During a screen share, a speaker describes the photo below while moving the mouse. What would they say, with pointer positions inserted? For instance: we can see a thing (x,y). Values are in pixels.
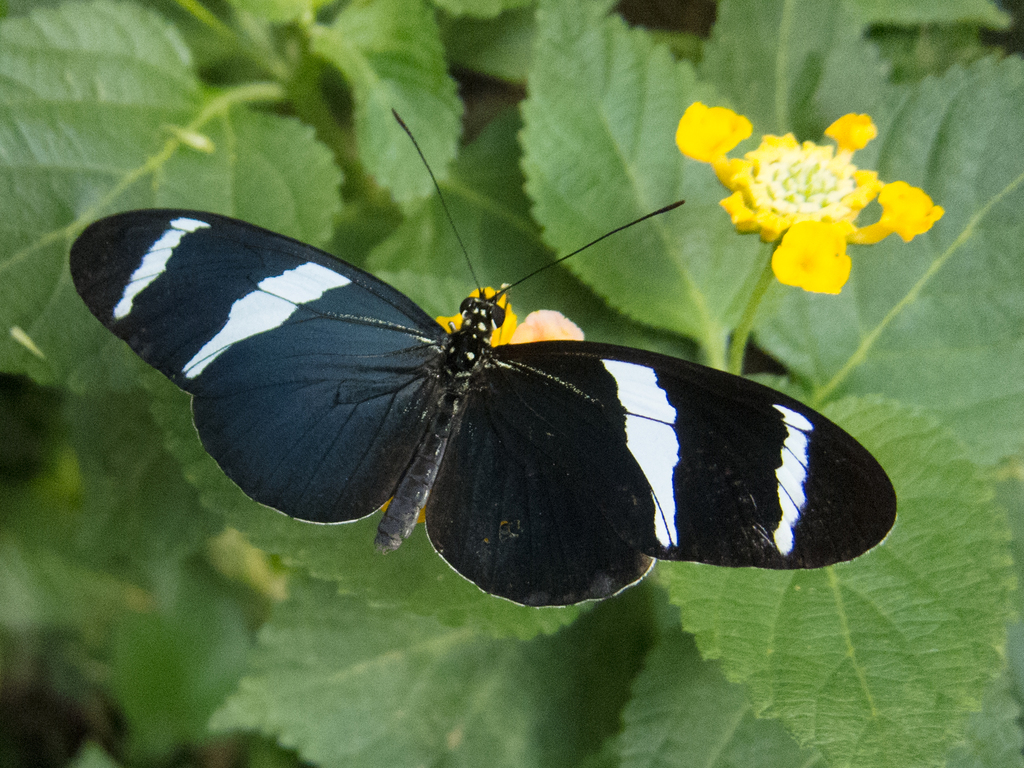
In this image I can see the butterfly (434,448) on the flower (511,341). The butterfly (533,415) is in white and black color. And I can see the yellow and white color flowers (809,167) to the plants (185,722).
